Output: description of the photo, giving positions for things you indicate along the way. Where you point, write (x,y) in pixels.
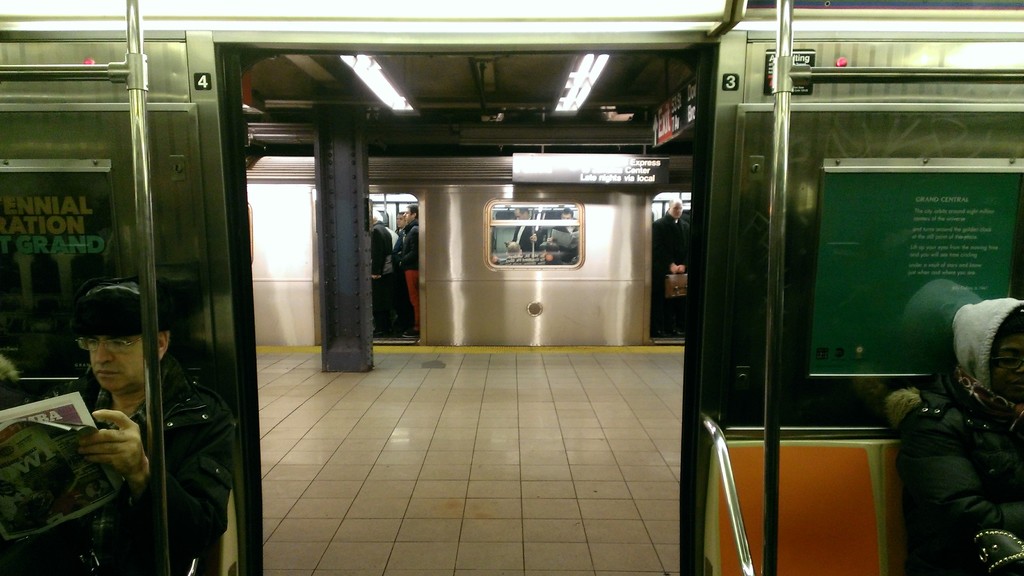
In this image, we can see some trains (838,438). Among them, we can see the internal view of one of the trains (773,303). We can see the ground (420,443) and a pillar (333,230). We can see some boards (28,288) with text (576,165). We can also see the roof (509,107) with some lights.
